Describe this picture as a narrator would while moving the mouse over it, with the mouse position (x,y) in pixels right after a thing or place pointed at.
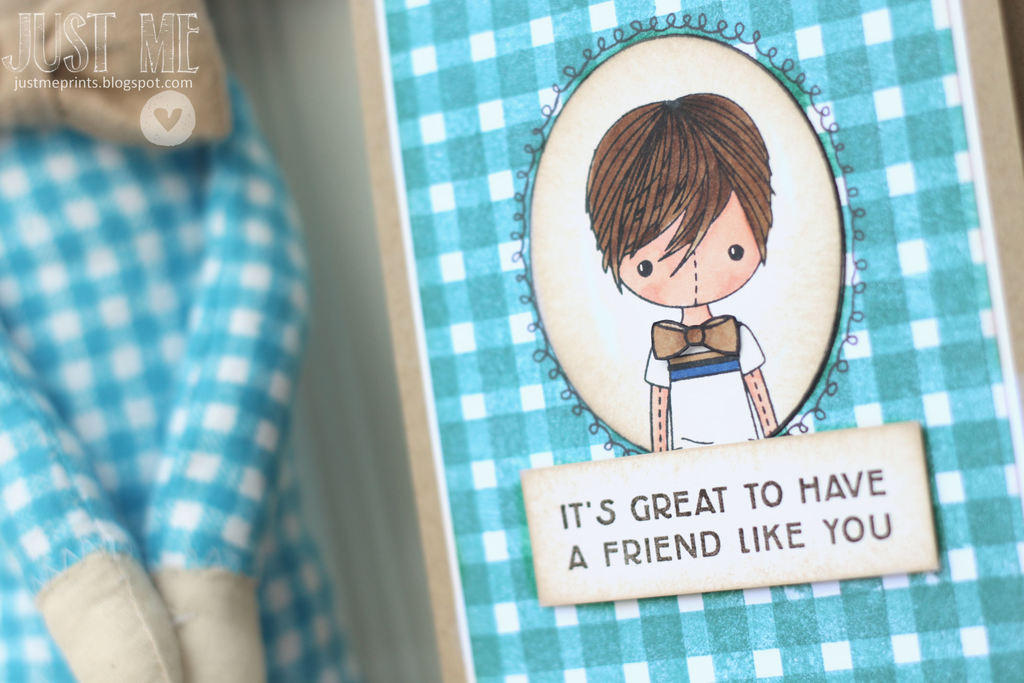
On the right side of the image (714,167) we can see a cartoon (736,341) and some text (820,493) are present. On the left side of the image (150,268) a doll (180,228) is there.
